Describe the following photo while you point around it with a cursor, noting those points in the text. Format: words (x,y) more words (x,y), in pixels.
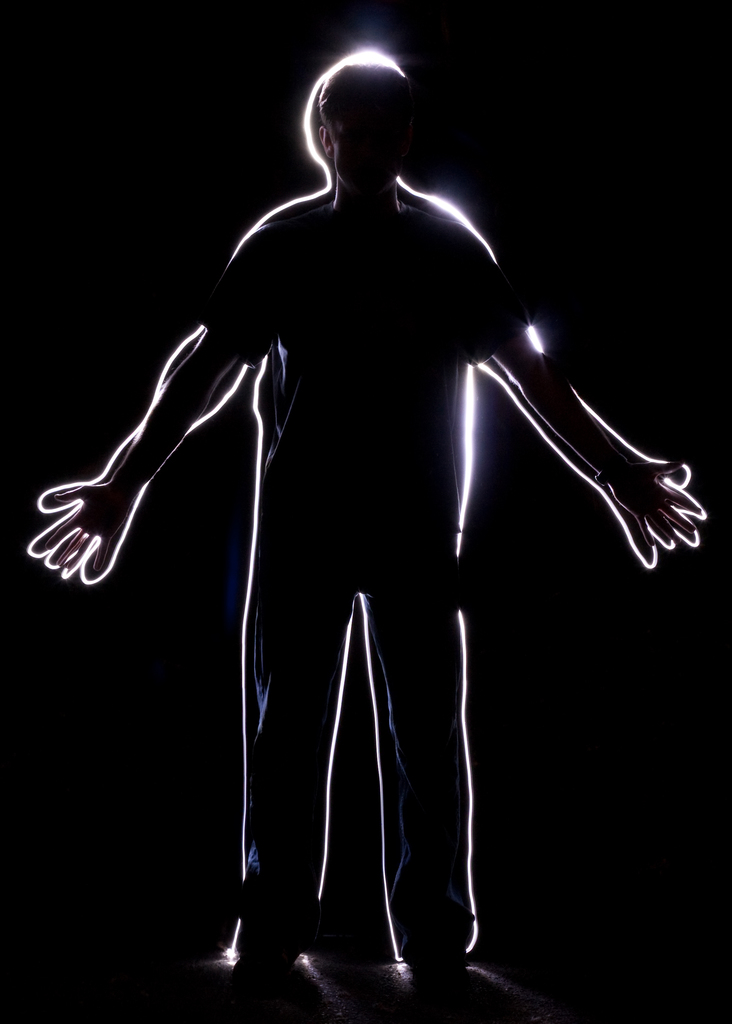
In this image we can see a person (403,767) standing. The background of the image (42,858) is black in color.
